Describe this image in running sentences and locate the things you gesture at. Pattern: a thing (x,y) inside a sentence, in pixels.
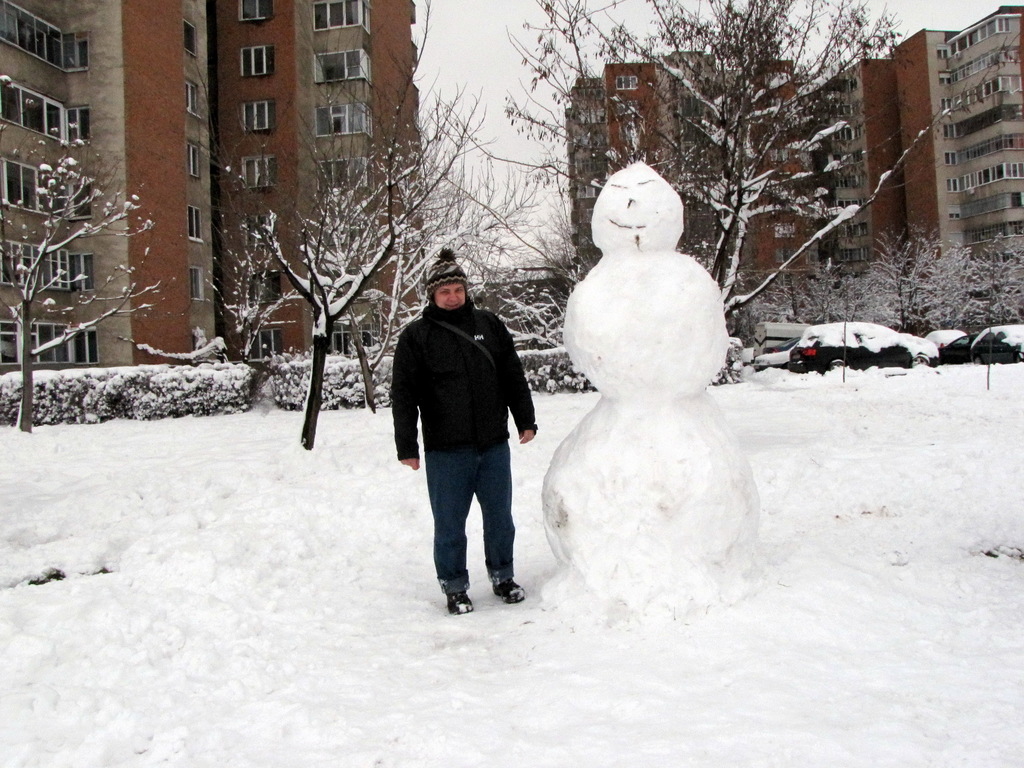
The man (467,335) in black jacket (456,371) and blue jeans (452,532) is standing. Beside him, we see a snowman (661,491). At the bottom of the picture (417,599), we see snow (305,668). Behind him, we see shrubs (87,408), trees (975,324) and cars (859,350). They are covered with ice (244,408). In the background (188,221), we see buildings (628,98).
